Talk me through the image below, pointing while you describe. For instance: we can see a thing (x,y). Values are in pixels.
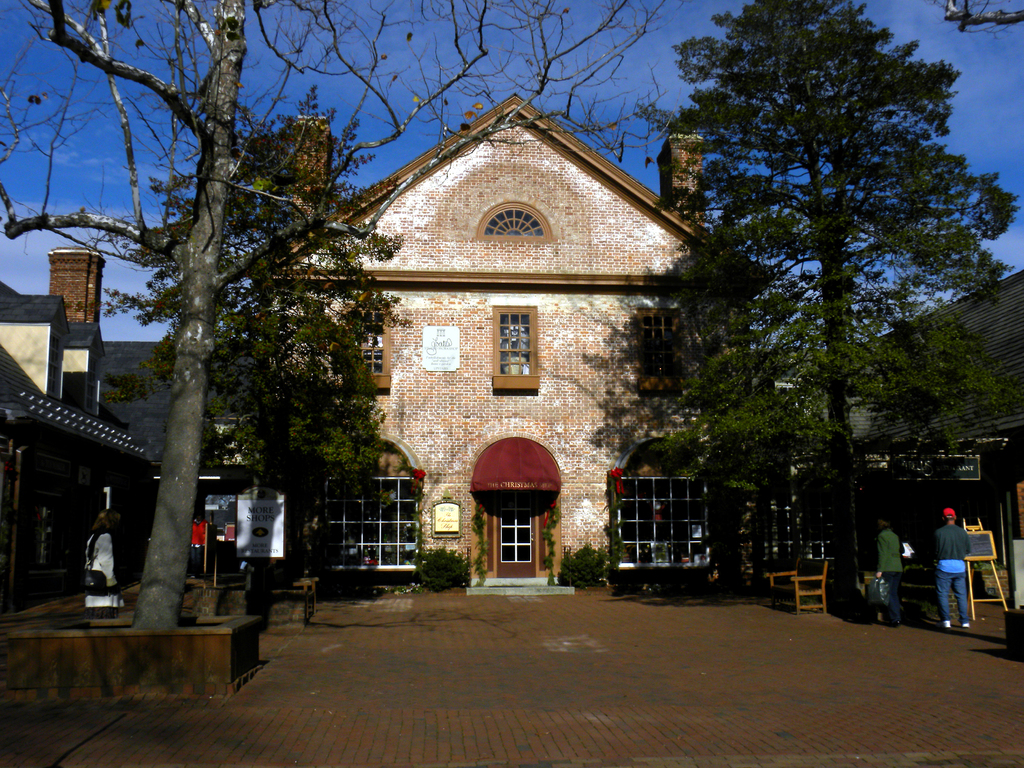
in this image there is one building (485,471) in middle of this image (441,418). There are some trees (715,461) at right side of this image (810,417) and left side of this image (200,485) as well, There is an another building (89,466) is at left side of this building (431,426), There are some persons (886,548) standing at right side of this image (943,559) and one person (102,567) is at left side of this image (96,594) and there is a sky (381,73) at top of this image (974,112).
